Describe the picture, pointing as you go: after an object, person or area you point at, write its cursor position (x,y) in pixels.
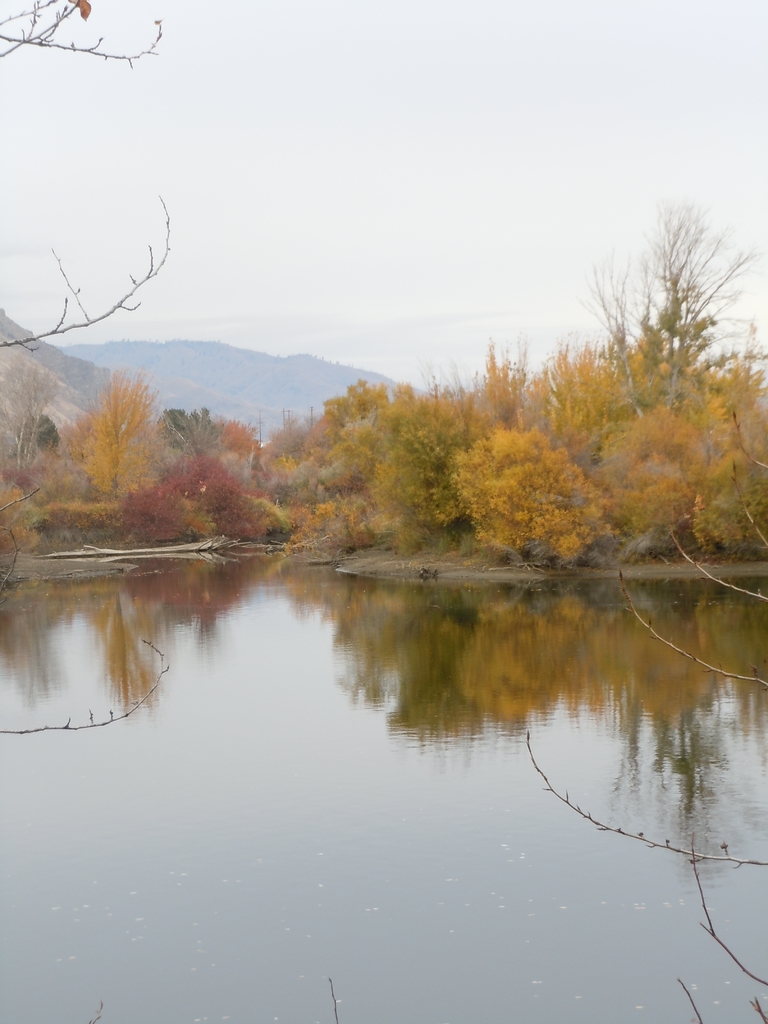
In this picture we can see a lake (255,733) and trees (443,475). Behind the trees (322,464) there are hills (249,360) and the sky (305,150).
